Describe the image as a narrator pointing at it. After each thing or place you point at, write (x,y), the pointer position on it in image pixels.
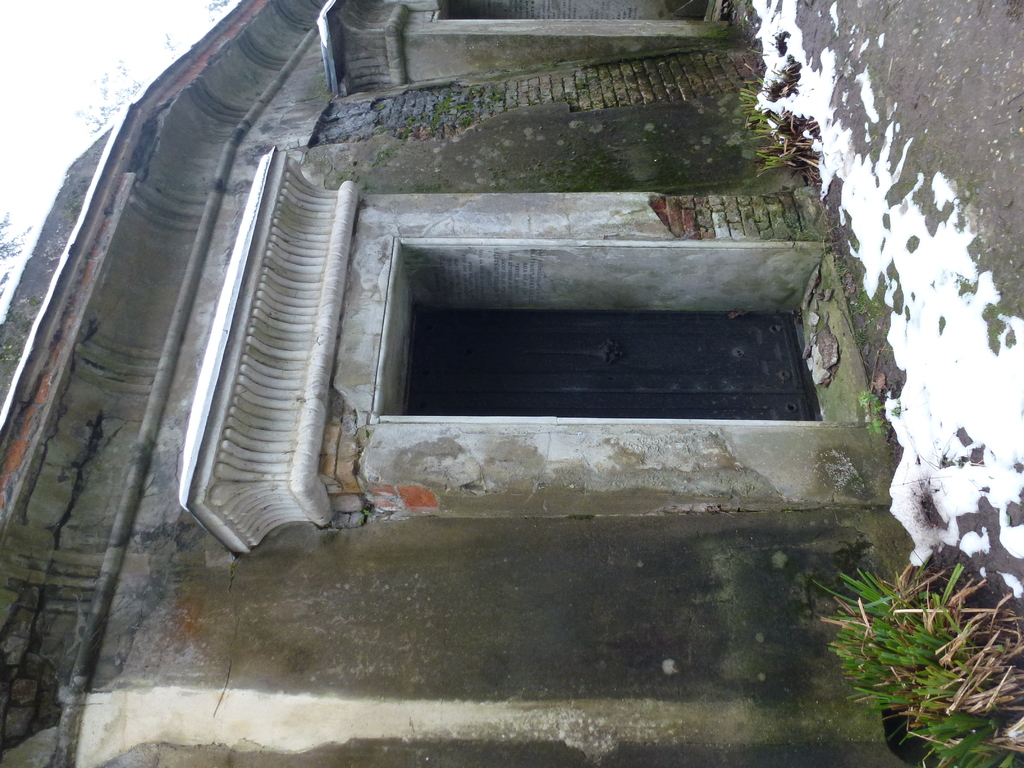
In this picture I can see a building (256,182) in front (261,563) and on the right side of this picture (877,296), I can see few plants (964,716) and I can see the snow (1008,402) on the ground (913,136).
